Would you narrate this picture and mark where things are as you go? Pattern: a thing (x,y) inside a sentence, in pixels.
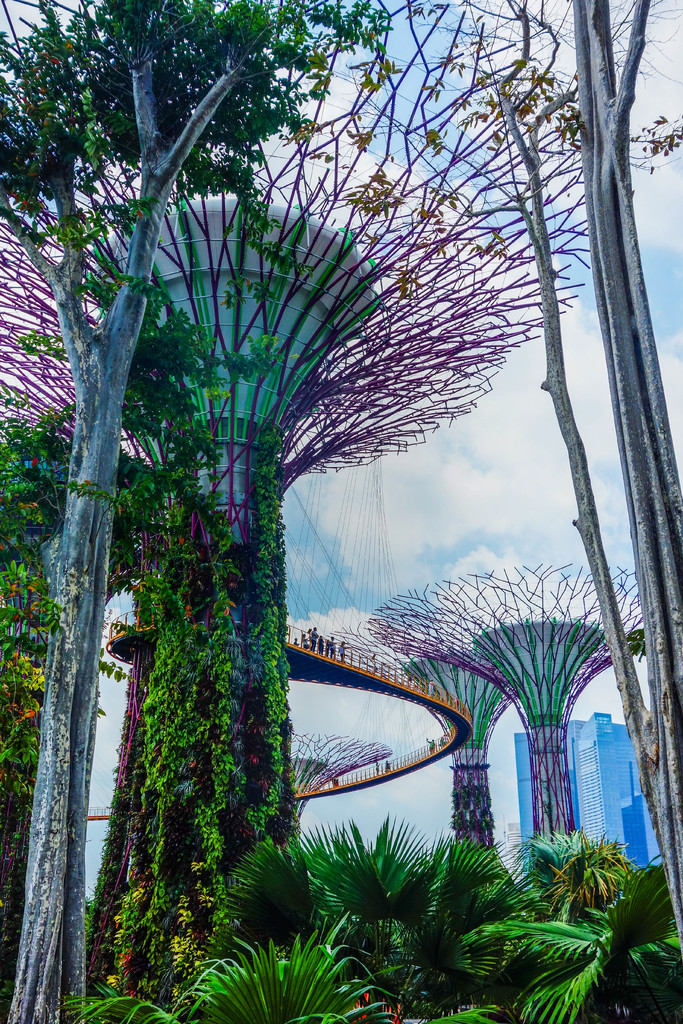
Here in this picture we can see different kinds of buildings (610,775) present over there and we can see trees (87,528) and plants (176,884) present all over there and in the middle (344,663) we can see people (312,631) standing on the bridge (326,669) over there and we can also see clouds (429,489) in the sky (434,471).
